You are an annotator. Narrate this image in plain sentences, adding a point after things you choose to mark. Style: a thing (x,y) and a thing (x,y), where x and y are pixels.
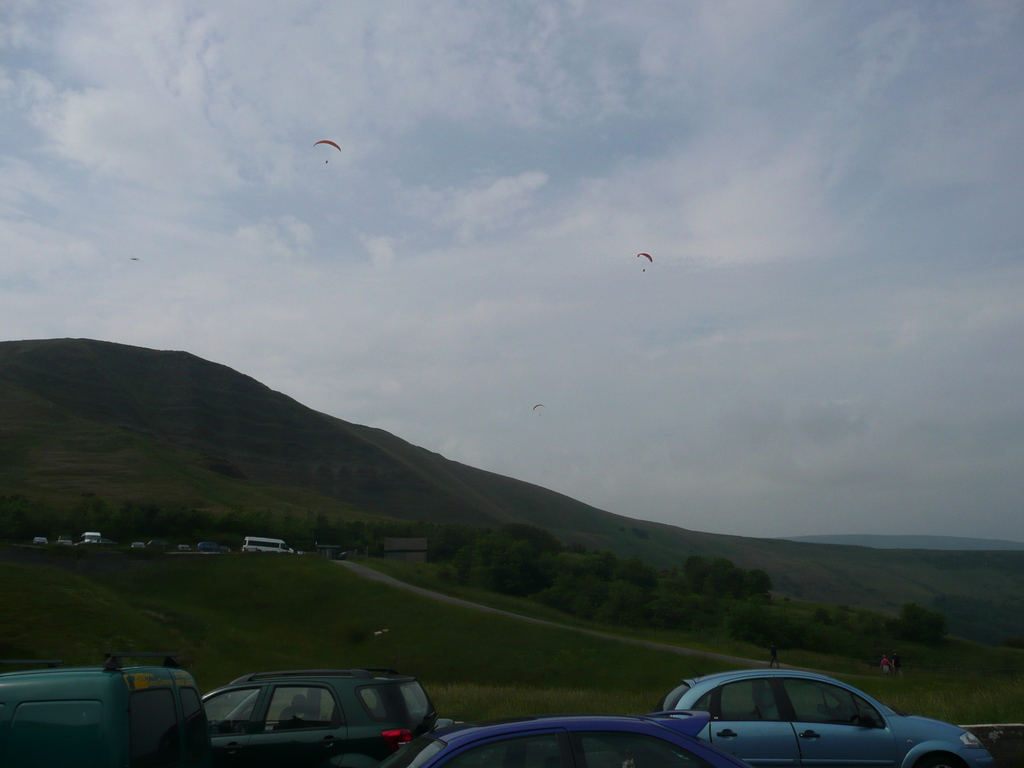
In this image I can see the vehicles (440,731). I can see the trees (683,597). In the background (544,428), I can see the parachutes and clouds (630,221) in the sky (562,244).
